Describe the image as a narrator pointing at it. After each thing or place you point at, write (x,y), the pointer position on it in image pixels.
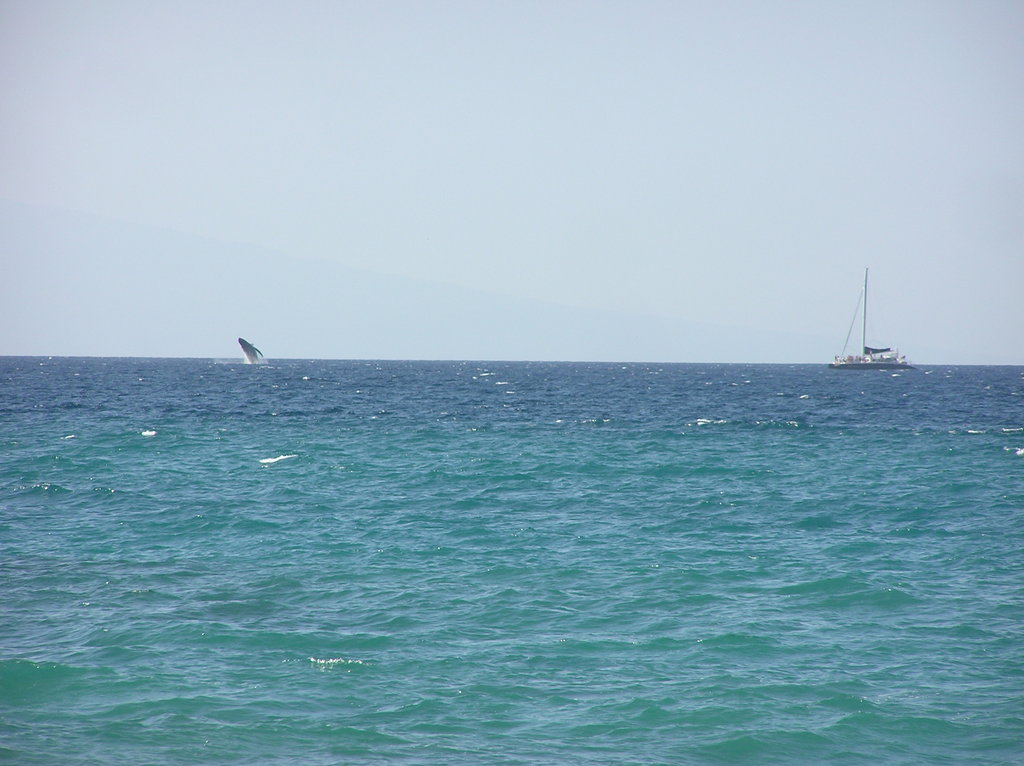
In this picture we can see boat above the water (588,425), pole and sea animal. In the background of the image (568,348) we can see the sky (443,272).
